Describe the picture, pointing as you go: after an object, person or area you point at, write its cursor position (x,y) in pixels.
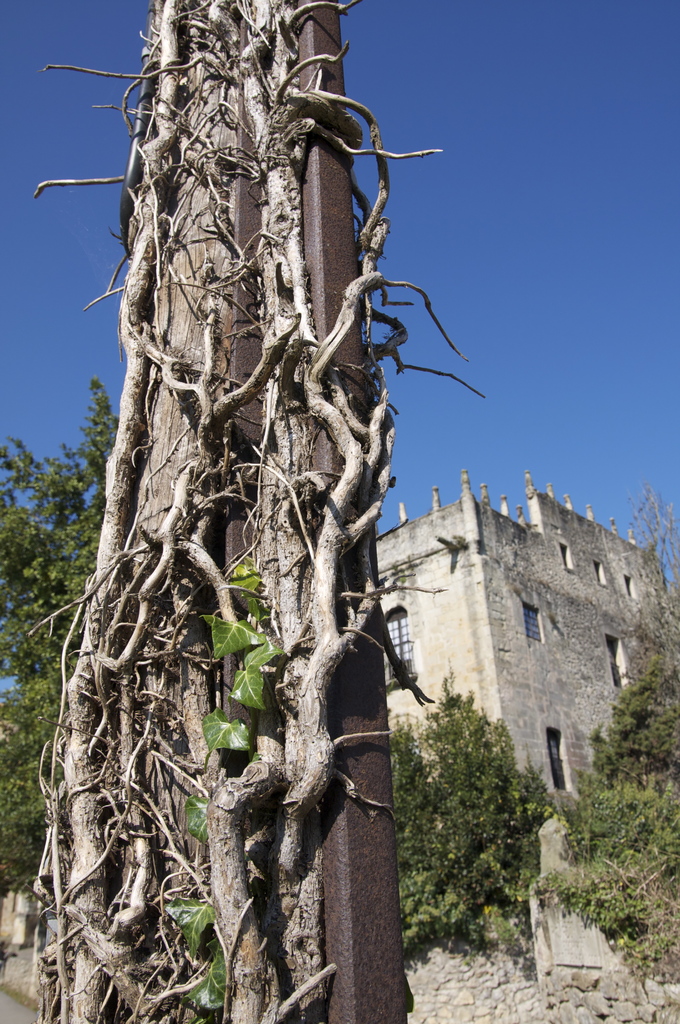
In this image I can see metal rods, creepers (63,697), plants (496,742), trees (421,757), building (528,580), windows (571,561) and the sky (494,209). This image is taken may be during a day.
